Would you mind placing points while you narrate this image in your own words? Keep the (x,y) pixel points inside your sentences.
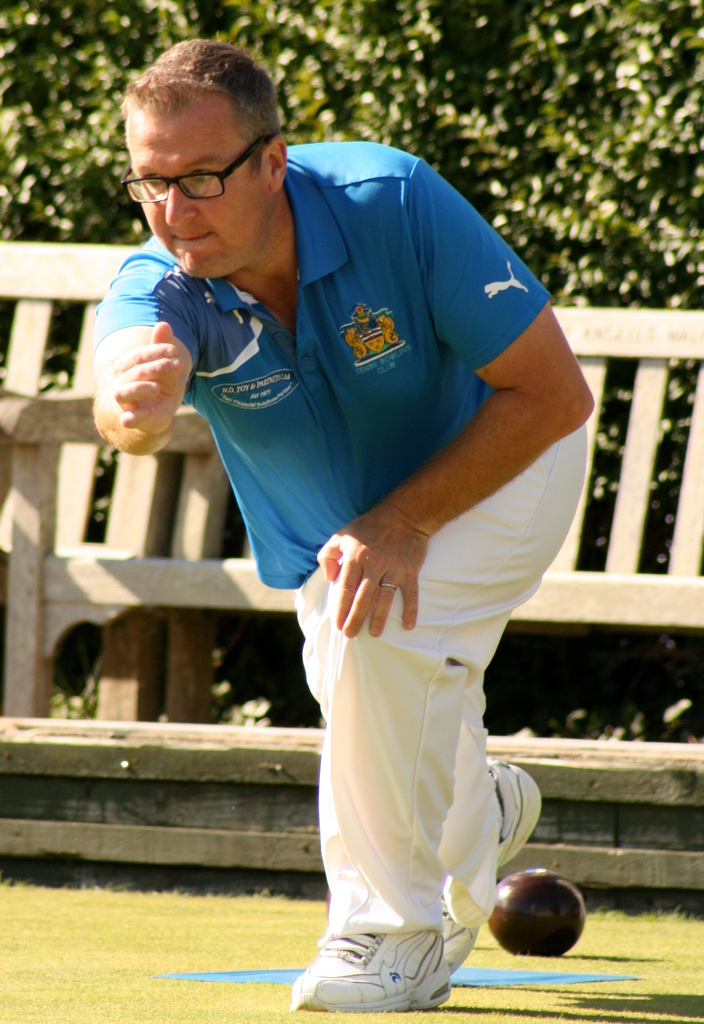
This picture is clicked outside. In the center (298,443) we can see a person (301,373) wearing blue color T-shirt (374,310) and we can see a ball (543,930) and some other object (618,977) on the green grass (651,932). In the background (168,634), we can see the wooden bench (676,535) and the green leaves (489,134).
